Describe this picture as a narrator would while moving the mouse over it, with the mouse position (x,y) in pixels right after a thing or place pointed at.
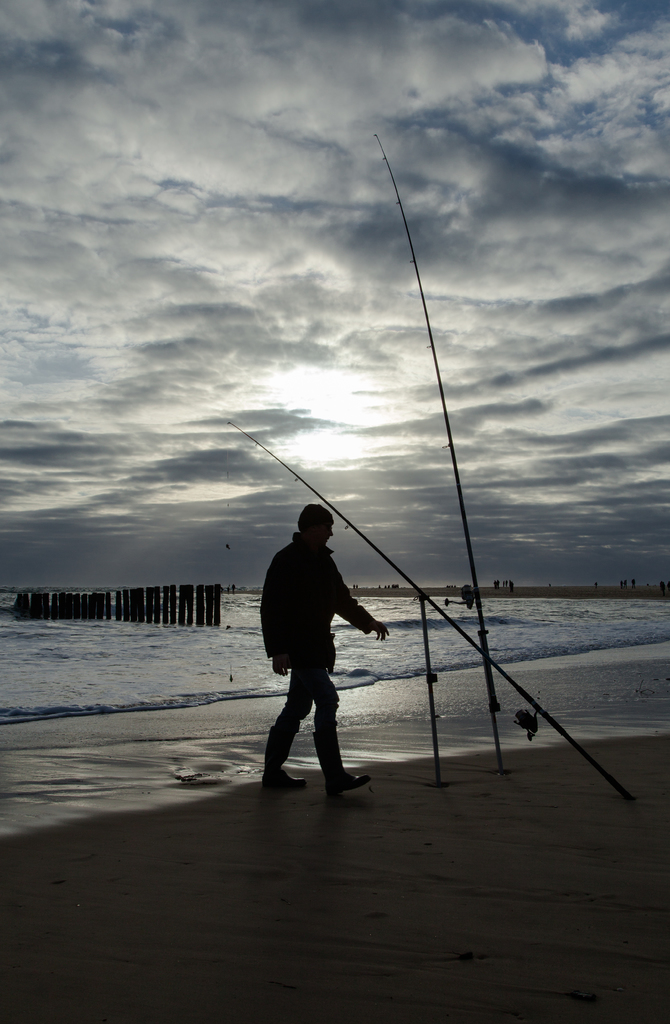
In the center of the image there is a person (334,708) walking. At the bottom of the image (461,843) there is sand (260,910). In the background of the image (176,666) there is water (162,642). At the top of the image (461,132) there are clouds (239,233).
